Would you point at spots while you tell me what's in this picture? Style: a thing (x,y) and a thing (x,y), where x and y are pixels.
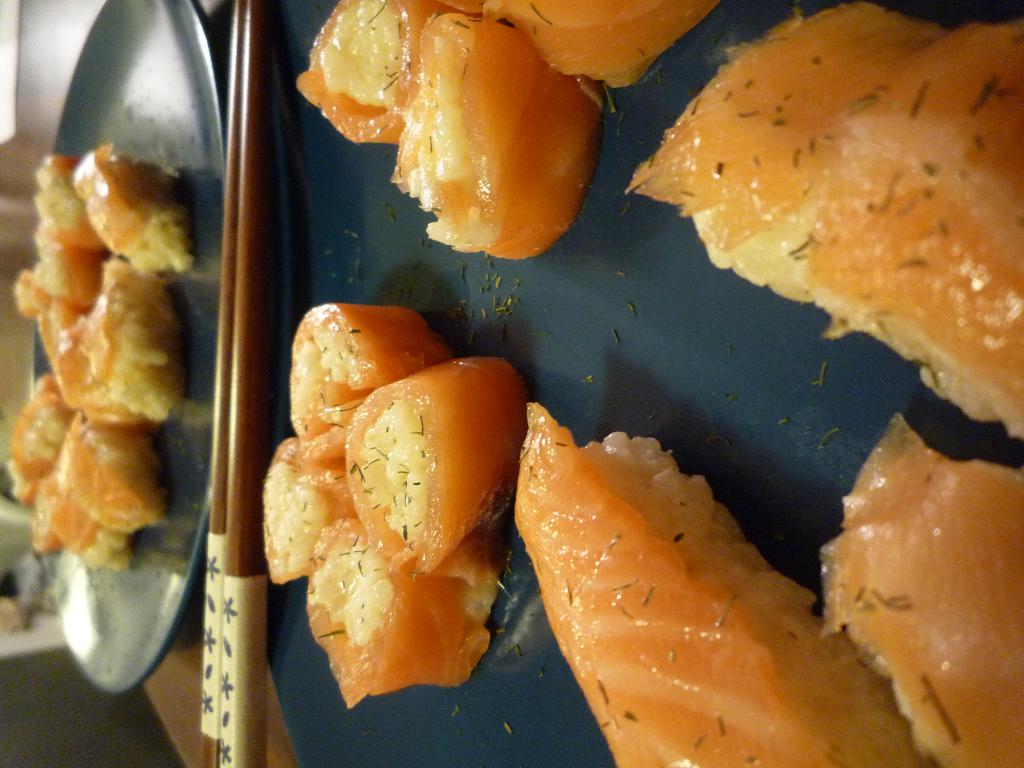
In this picture we can see chopsticks (243,36), plates (154,64) with food items (139,267) on it and these all are placed on a wooden surface (166,679) and in the background (79,710) we can see some objects (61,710).
